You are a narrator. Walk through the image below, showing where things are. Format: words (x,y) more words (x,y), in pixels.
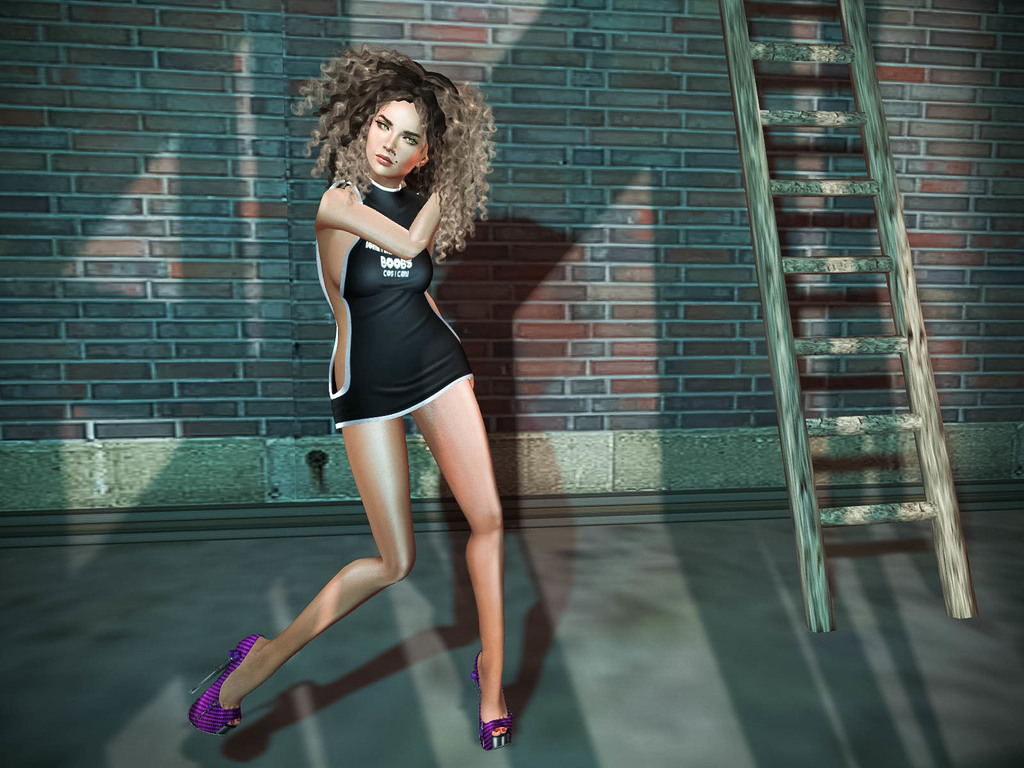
In this image I can see a woman (364,294) is standing. Here I can see a ladder (882,429) and a wall (560,222).
